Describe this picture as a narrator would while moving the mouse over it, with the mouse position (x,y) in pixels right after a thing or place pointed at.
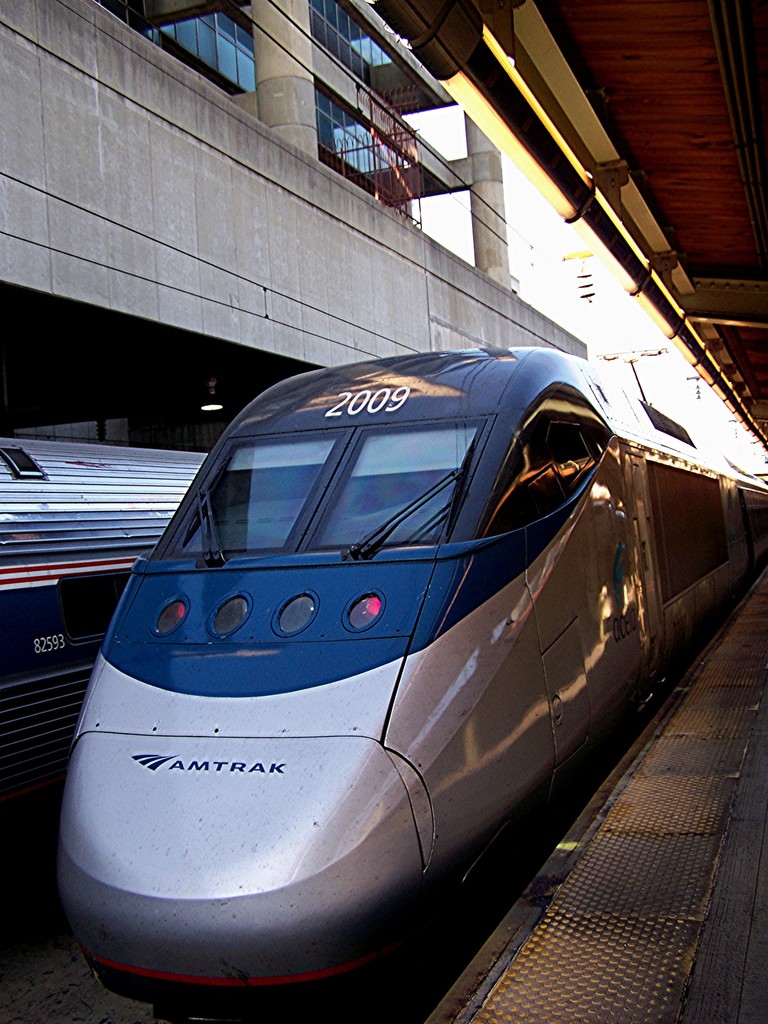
In this image there is a building (300,187) towards the top of the image (312,119), there are pillars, there are trains (299,596), there is a railway station (706,657), there is a roof (665,100) towards the top of the image (665,119), there is text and a number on the train (449,578), there is a light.
